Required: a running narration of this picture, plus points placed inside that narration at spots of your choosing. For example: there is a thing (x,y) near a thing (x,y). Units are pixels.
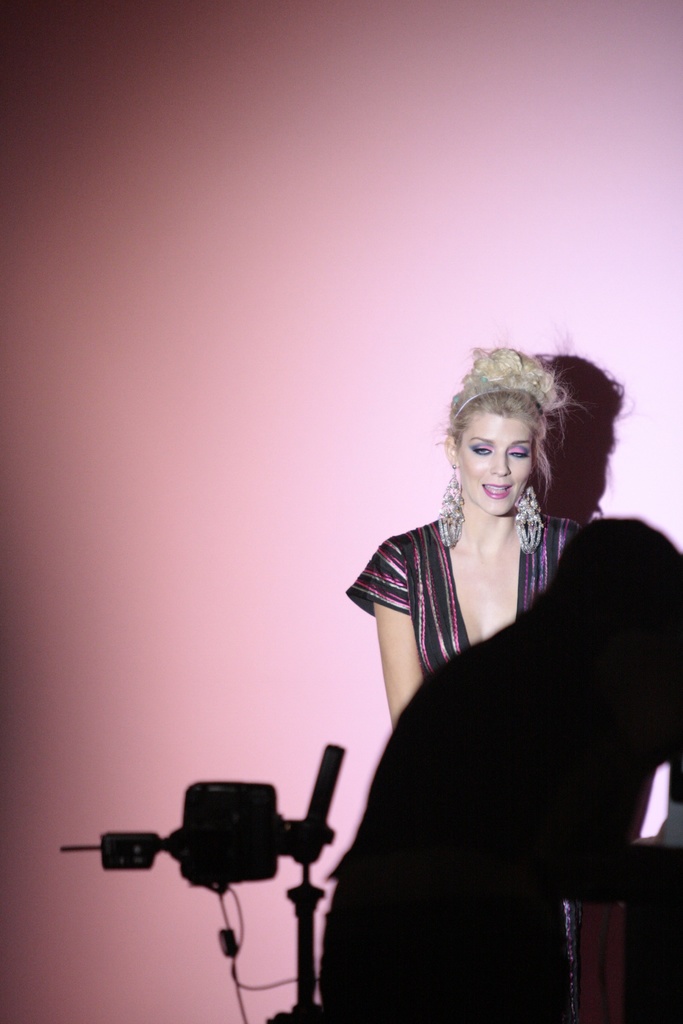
In-front of this pink we can see a woman (521,516). Front we can see a person (436,1009).
